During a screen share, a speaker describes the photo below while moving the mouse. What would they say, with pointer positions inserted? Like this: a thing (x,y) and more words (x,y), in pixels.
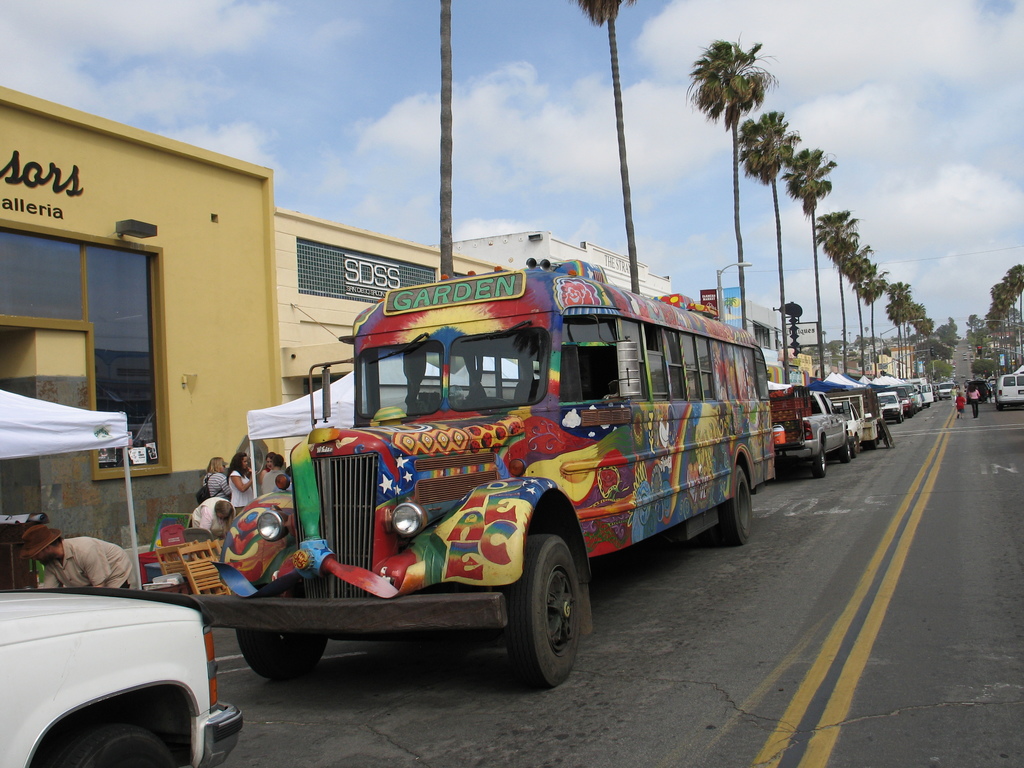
In the center of the image (537,456) we can see a few vehicles (724,521) on the road (816,547). In the background (409,46), we can see the sky (401,114), clouds (990,276), buildings (285,315), trees (1001,291), tents (1023,367), few people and a few other objects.
